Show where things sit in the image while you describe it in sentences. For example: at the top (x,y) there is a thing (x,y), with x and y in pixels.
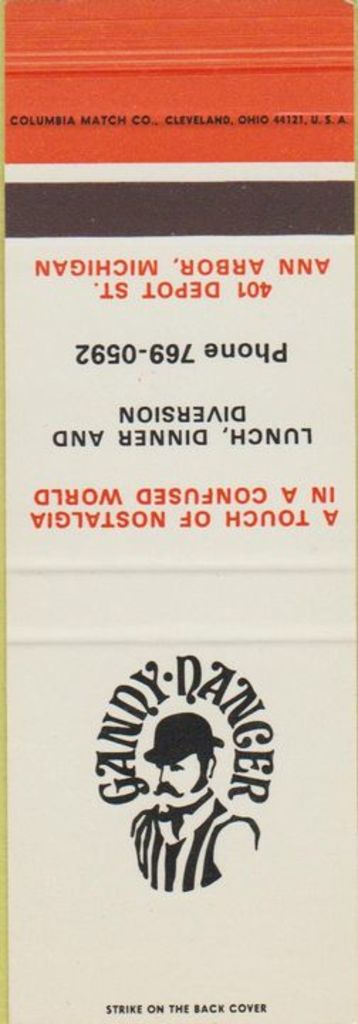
In this image, we can see a poster (169,768) with some image (185,885) and text (284,431) written.
